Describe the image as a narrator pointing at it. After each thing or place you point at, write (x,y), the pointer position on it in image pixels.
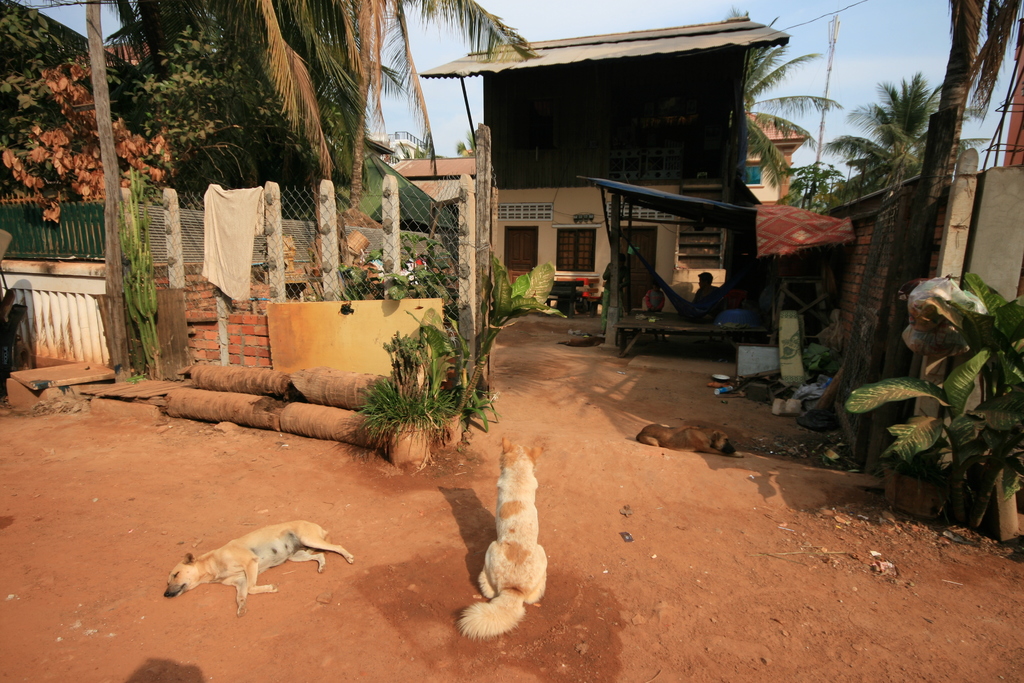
In this image I can see three dogs (638,439) on the road (571,602). In the background (400,389) I can see house plants (401,403), tree trunks (327,382), fence (272,289), tents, houses (586,271), trees (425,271), vehicles (586,292), two persons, light poles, some objects (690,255) and the sky (551,40). This image is taken may be during a day.
